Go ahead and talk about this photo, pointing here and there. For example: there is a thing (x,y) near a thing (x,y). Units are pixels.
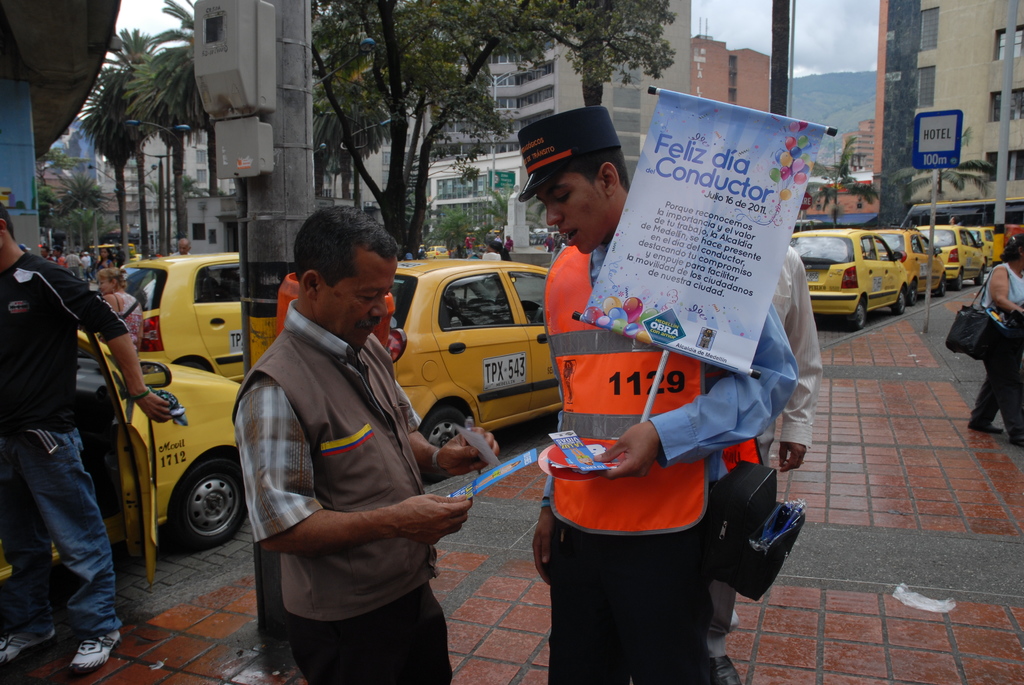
In this picture we can see cars (949,271) on the road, trees (584,11), buildings (932,38) with windows (630,123), direction board (932,164) and a group of people (19,273) standing on footpath (957,417), banner (640,250) and in the background (863,28) we can see the sky (827,30) with clouds (825,51).
